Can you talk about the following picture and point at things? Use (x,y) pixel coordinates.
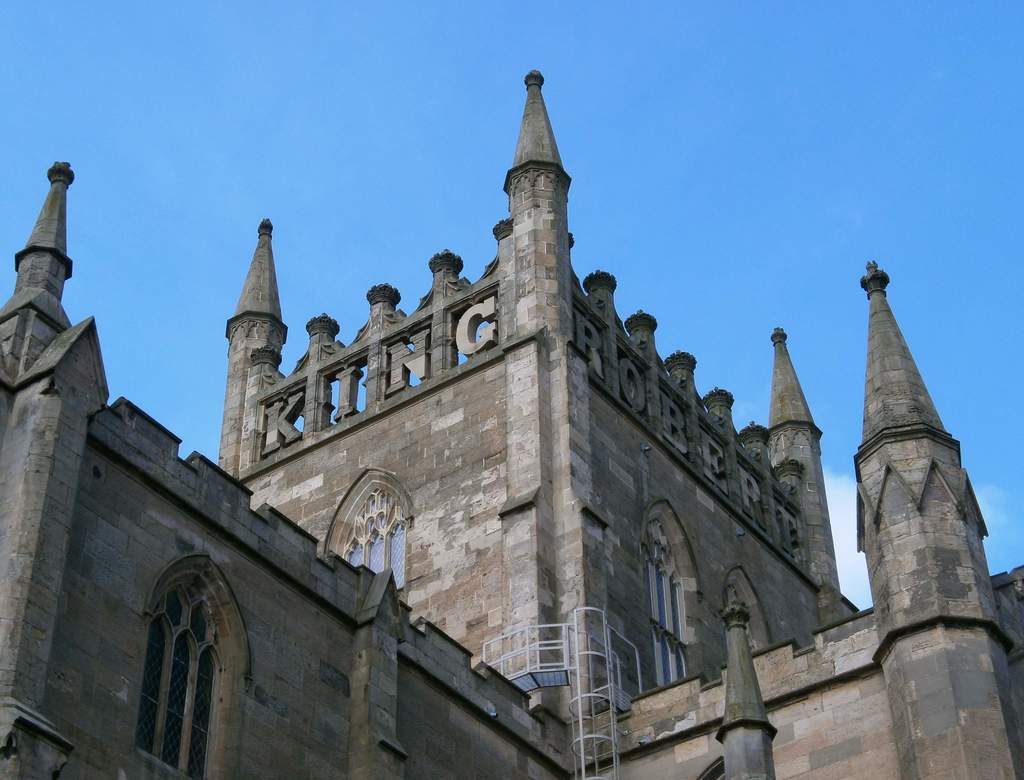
In this picture we can observe a building (512,724). This building (465,659) is in grey color. We can observe some windows (392,551). There are two words (297,401) on this building (481,387). In the background (334,136) there is a sky (763,162) which is in blue color.
